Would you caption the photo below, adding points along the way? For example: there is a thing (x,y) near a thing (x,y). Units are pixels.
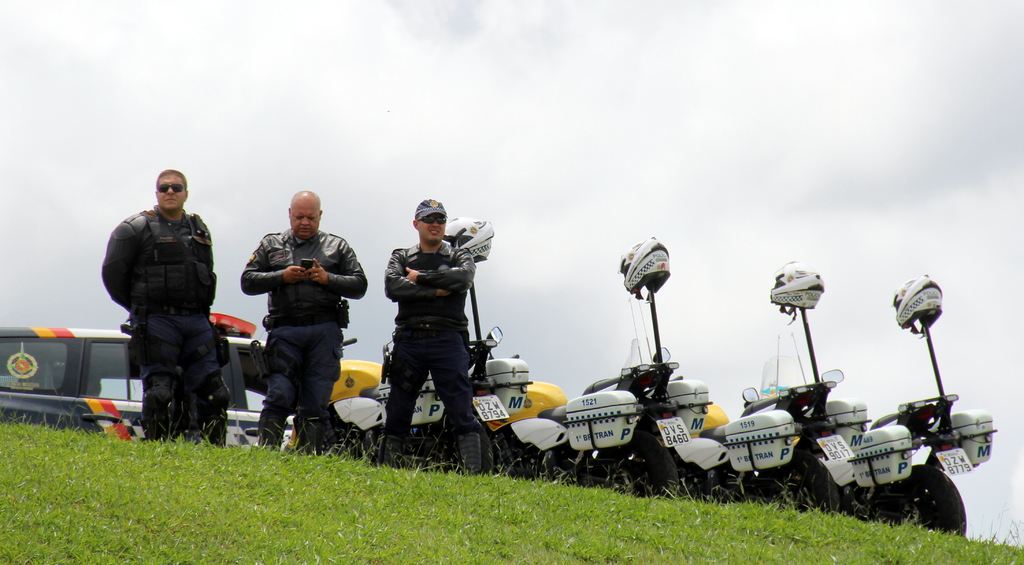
In this picture we can see three men (141,234) standing on the grass (248,497) and at the back of them we can see vehicles (387,394), helmets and some objects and in the background (515,127) we can see the sky (317,131).
